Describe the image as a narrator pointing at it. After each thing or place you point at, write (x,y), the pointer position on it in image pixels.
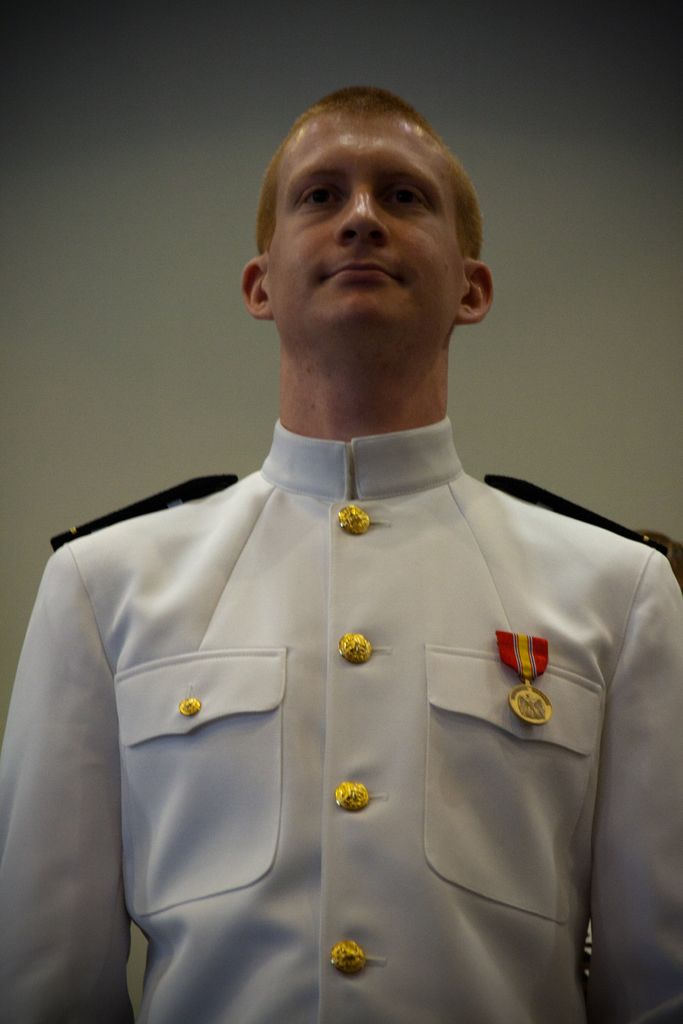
In this picture I can see a man (281,406) standing and I can see a medal (528,715) on the pocket (493,660) and I can see a grey color background.
